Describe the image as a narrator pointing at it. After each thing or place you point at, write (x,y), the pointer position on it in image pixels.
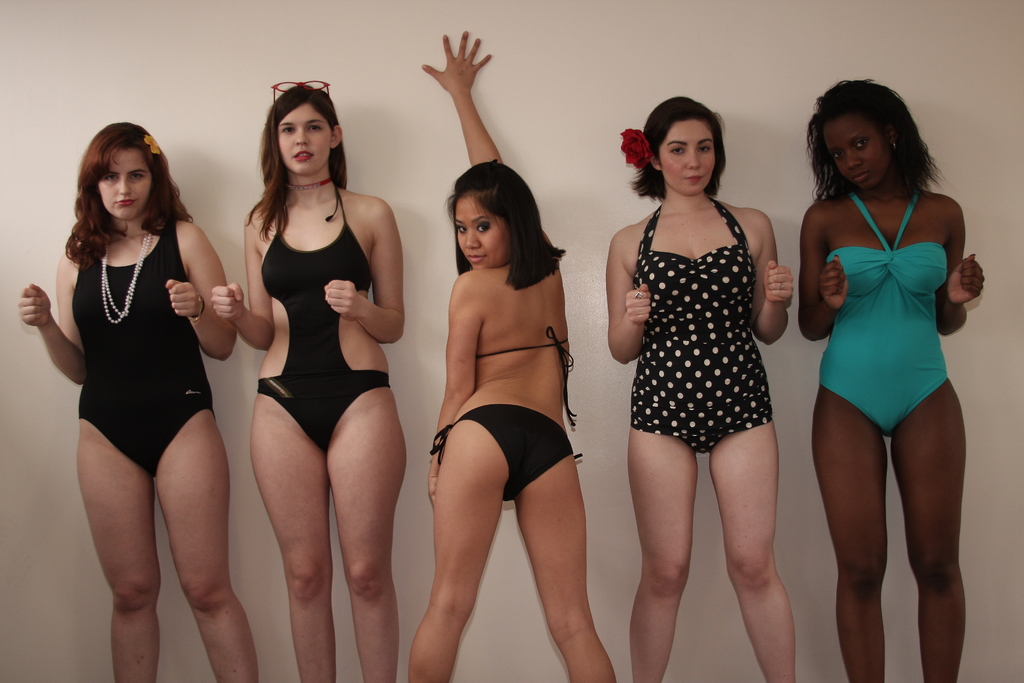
In this image we can see few ladies (561,381) standing. In the back (171,81) there is a wall (139,67). One lady (312,99) is having a specs (298,87). Another lady (672,232) is having flower (635,160) on the head (647,180).
